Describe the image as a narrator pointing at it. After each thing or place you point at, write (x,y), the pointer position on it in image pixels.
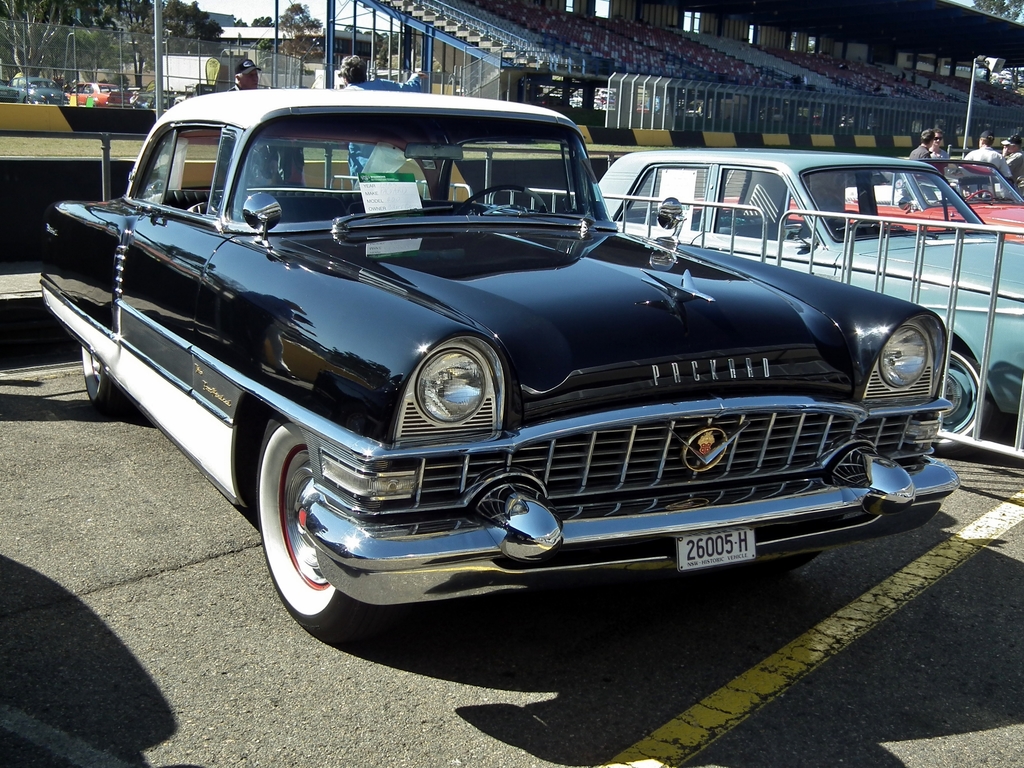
In this image, we can see a barricade (845,227) in between cars (700,214). There are persons (939,147) and shelter (910,46) in the top right of the image (941,63).
